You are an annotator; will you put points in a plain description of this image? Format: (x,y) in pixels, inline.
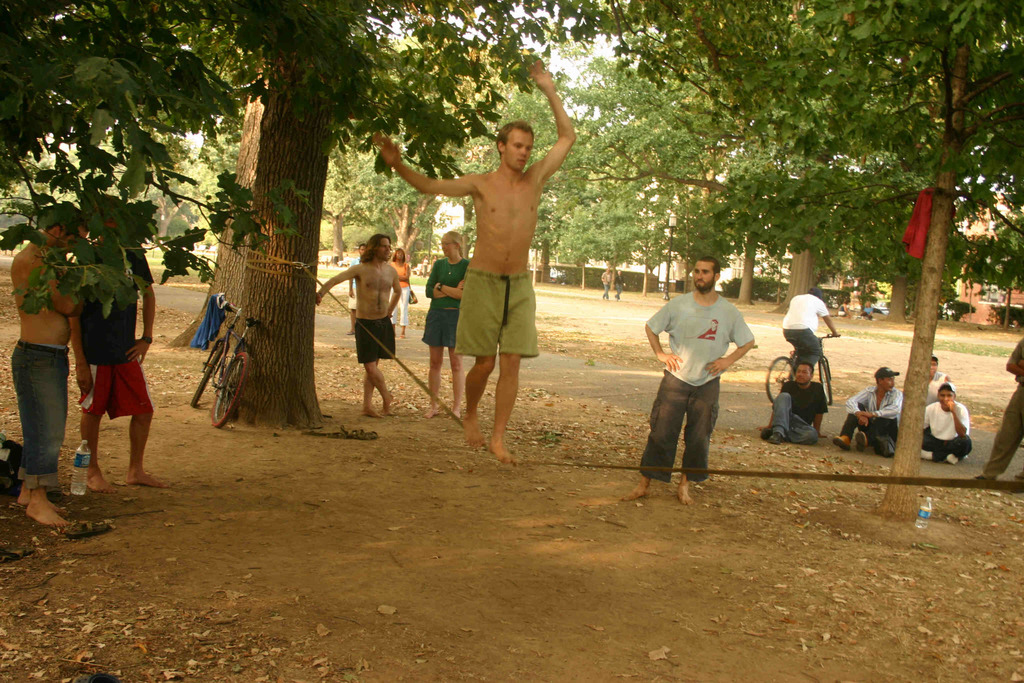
As we can see in the image there are lot of trees (908,187) and on the ground (638,501) there is a mud (345,568) and there are people (106,327) who are standing and sitting. A man (501,386) is wearing a shorts (490,327) and he is walking on the rope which is tied to a tree (288,234) and there is bicycle (241,365) over here and there is a water bottle (86,460) between two men (54,372).
